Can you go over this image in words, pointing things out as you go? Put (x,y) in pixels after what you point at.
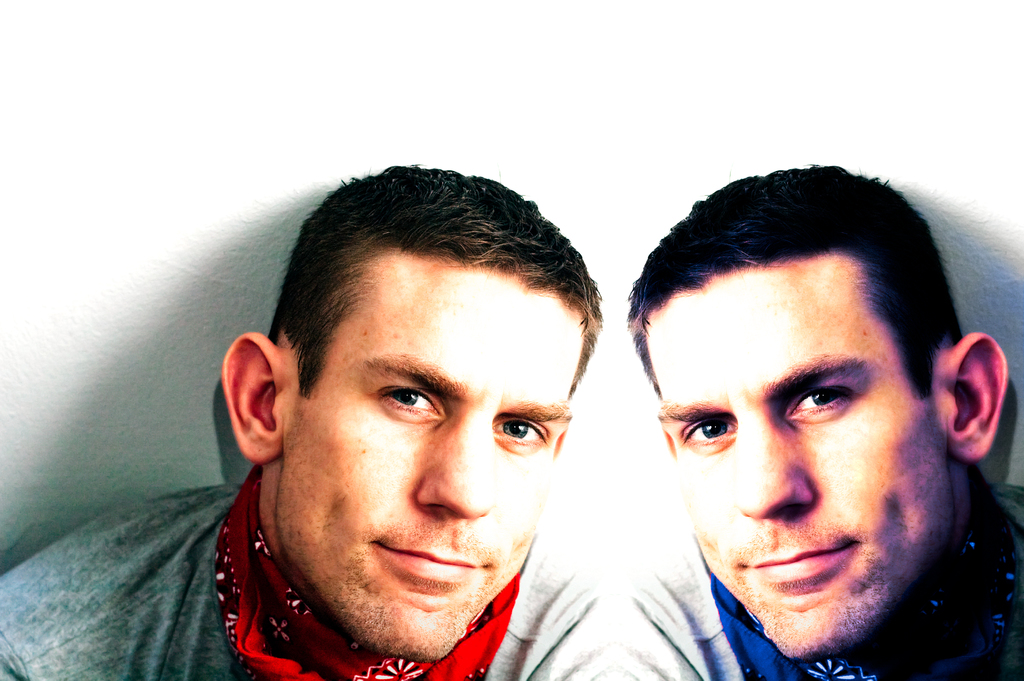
It is an edited picture. Here we can see a person (456,477) is watching and smiling. Same person (752,601) is viewing on the right side of the image (785,518). Background (862,90) there is a white wall (479,134).
